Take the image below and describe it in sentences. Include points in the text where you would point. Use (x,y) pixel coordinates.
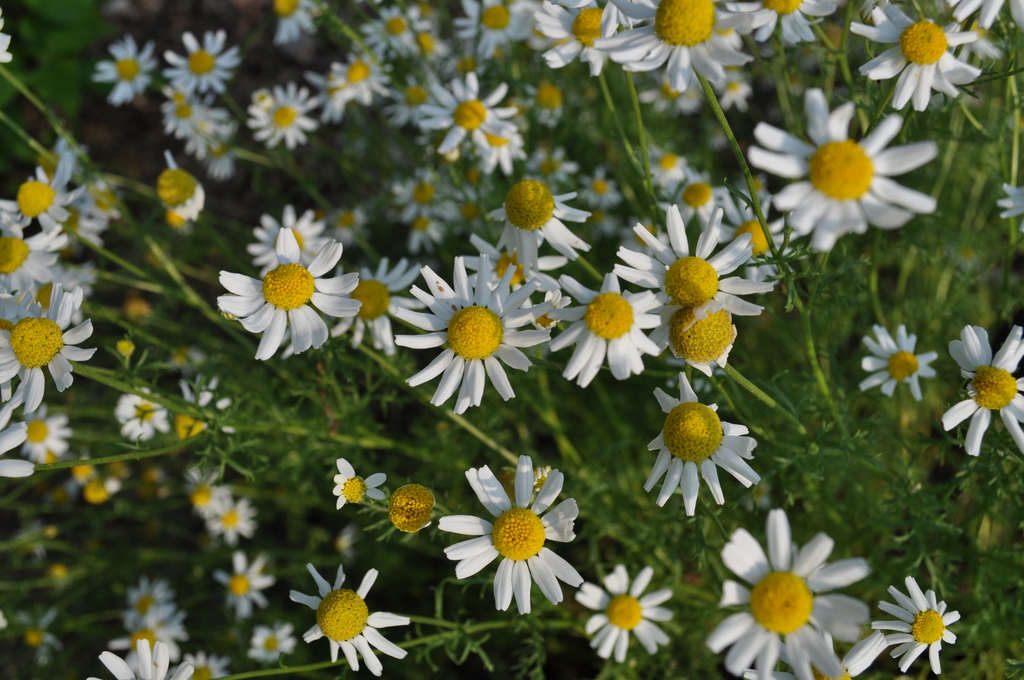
In this picture we can see a group of flowers (42,335) and in the background (67,119) we can see plants (52,64) and it is blurry.
